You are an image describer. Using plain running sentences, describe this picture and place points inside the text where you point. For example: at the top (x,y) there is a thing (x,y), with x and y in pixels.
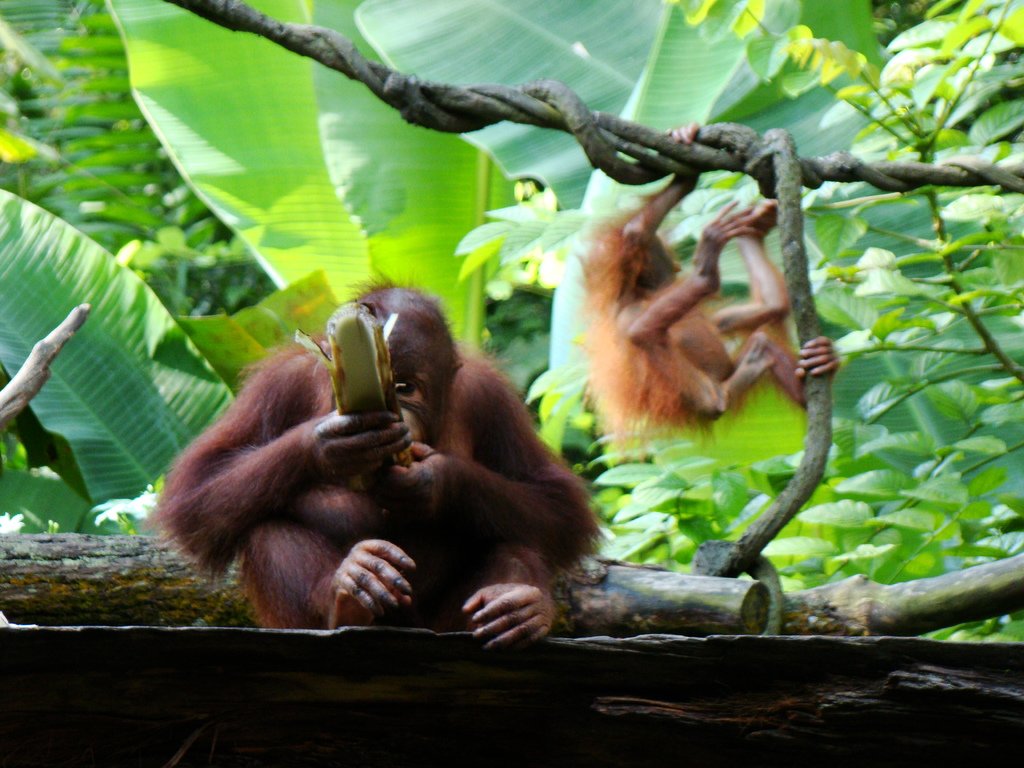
Here in this picture we can see apes (429,369) present over a place (238,633) and behind them we can see plants (248,244) and trees (527,149) covered over there.
